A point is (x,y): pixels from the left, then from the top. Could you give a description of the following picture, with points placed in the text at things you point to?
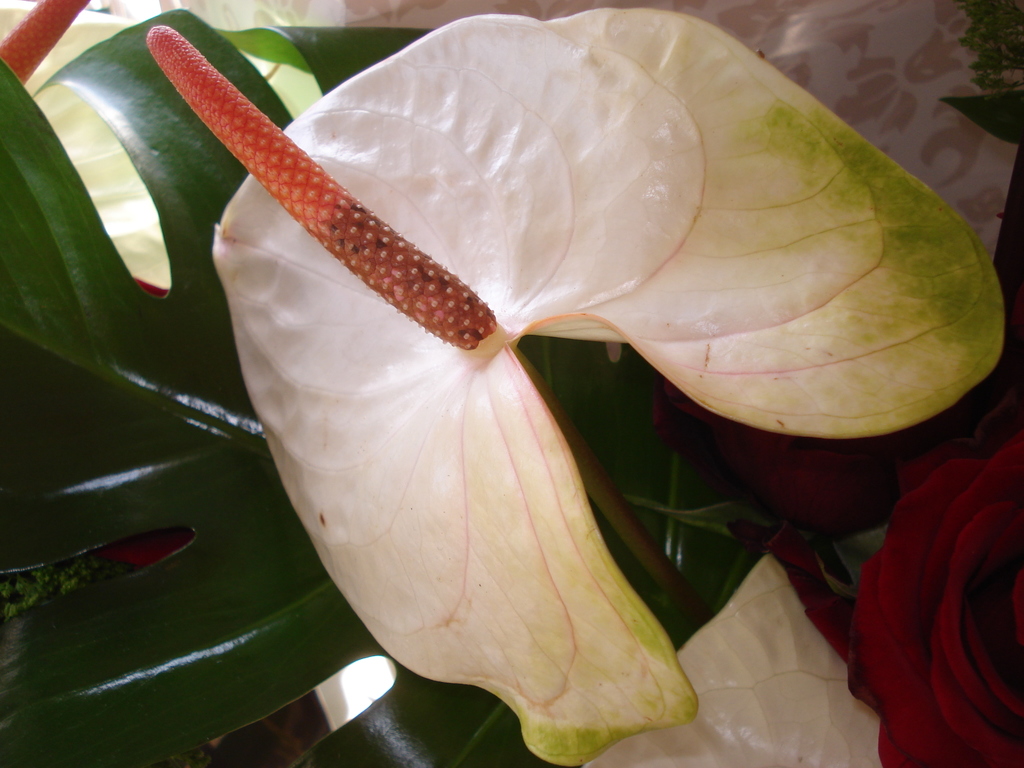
Here in this picture we can see a plant (545,615) present and in the middle (605,274) we can see a white colored flower (530,297) with something in orange colored present in the middle (456,302) over there.
